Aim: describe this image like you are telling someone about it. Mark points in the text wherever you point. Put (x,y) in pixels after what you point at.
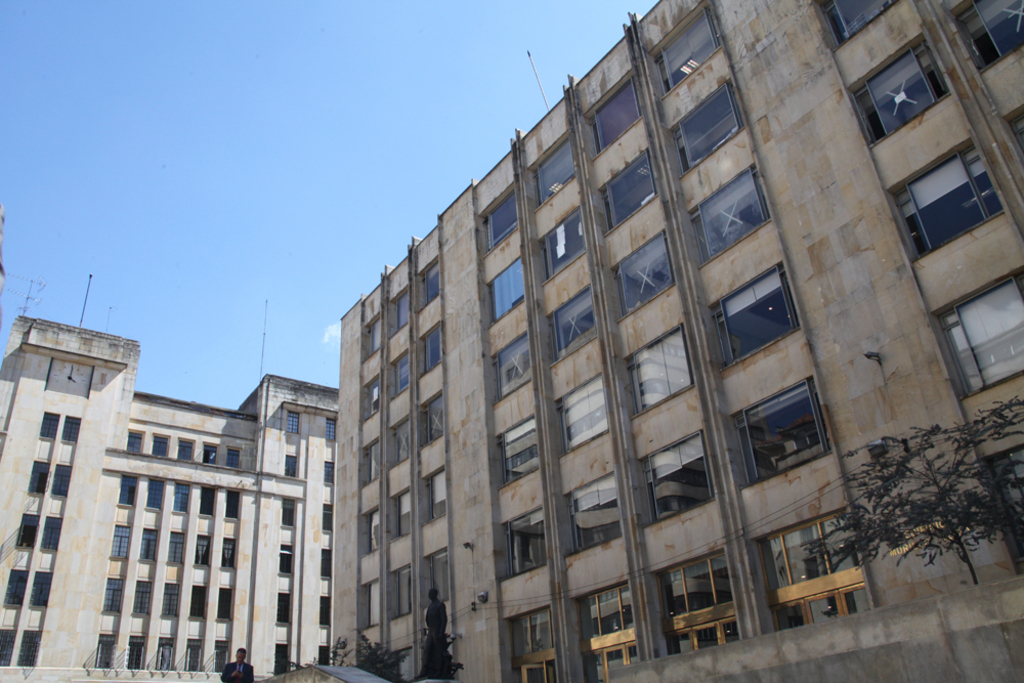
In this image, we can see few buildings (532,582) with walls (468,590), pillars (643,573) and glass windows (151,500). Here we can see few trees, sculpture (436,655). At the bottom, we can see a person (241,673) in a suit (246,669). Top of the image (243,140), there is a sky (294,105) and few poles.
